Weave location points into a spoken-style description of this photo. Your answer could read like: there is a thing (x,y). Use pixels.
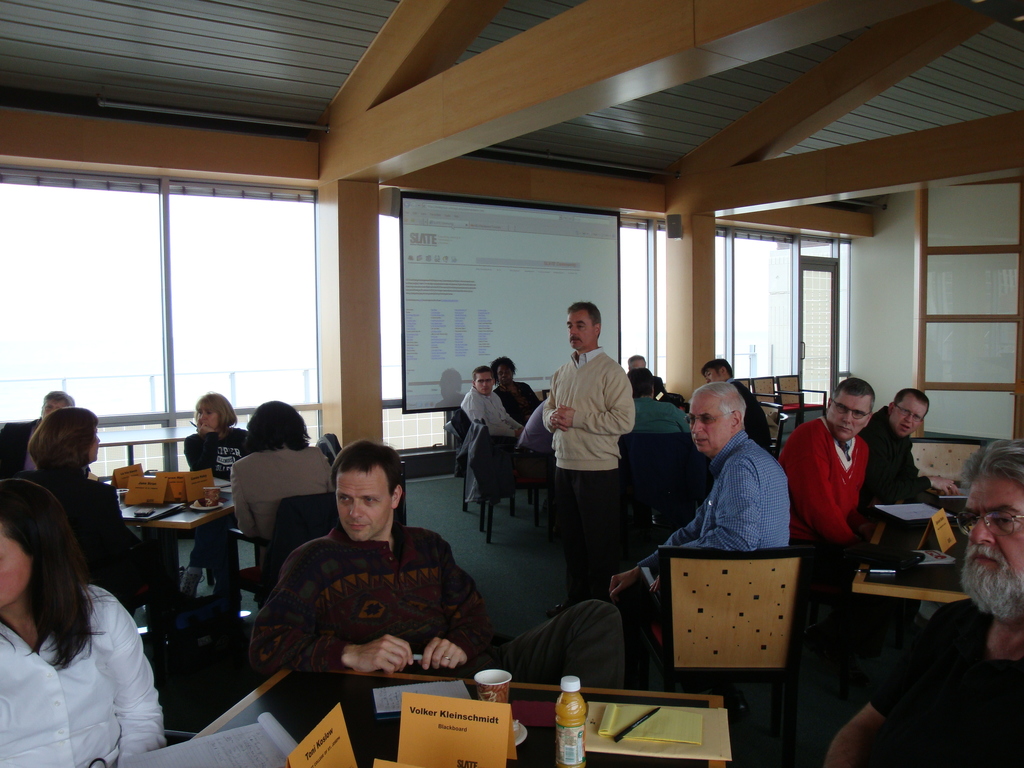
In the image we can see there are people (638,405) who are sitting on chair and in front of them there is a table (157,482) and a person (575,448) is standing in between the people (605,657).
